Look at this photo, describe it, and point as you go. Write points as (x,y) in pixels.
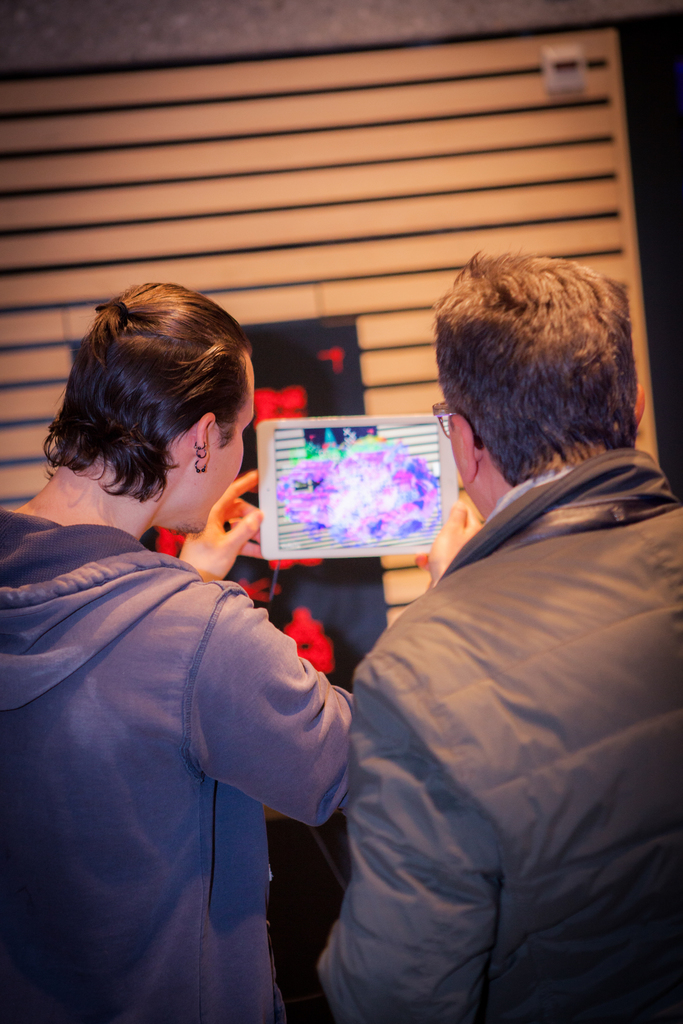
In this image there is a person (170,645) holding an iPad (384,522) in his hand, beside this person (164,746) there is an another person (480,670), both are looking into it. In the background (375,209) there is a wall (522,215).
